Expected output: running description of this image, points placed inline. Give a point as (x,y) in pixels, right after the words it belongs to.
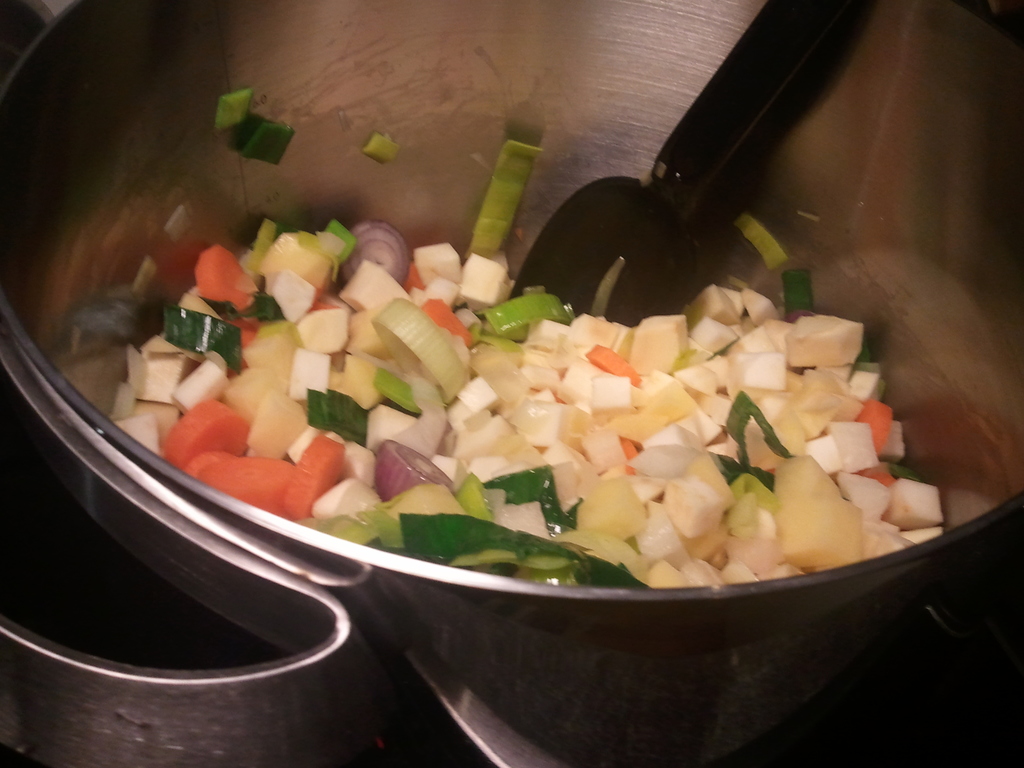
In this image, we can see a food (451,323) and spoon (687,245) are in the steel bowl (313,58).
